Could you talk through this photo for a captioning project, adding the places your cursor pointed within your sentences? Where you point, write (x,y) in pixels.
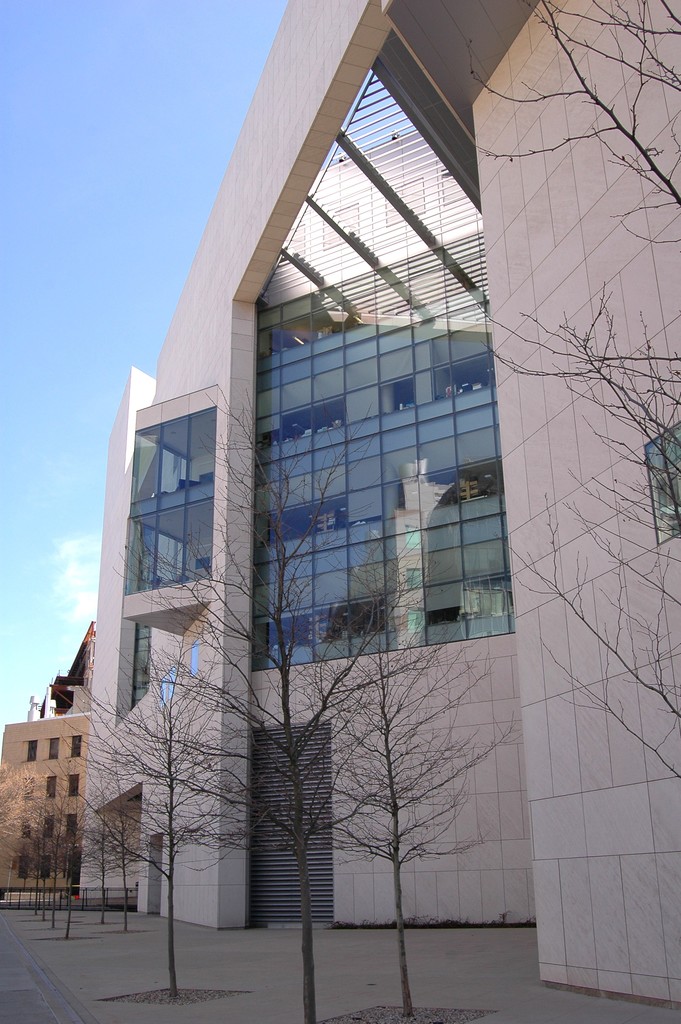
In this image we can see the buildings (137,827), trees (220,839), path (393,958) and also the road (16,999). We can also see the sky (101,350) with some clouds (89,569).
